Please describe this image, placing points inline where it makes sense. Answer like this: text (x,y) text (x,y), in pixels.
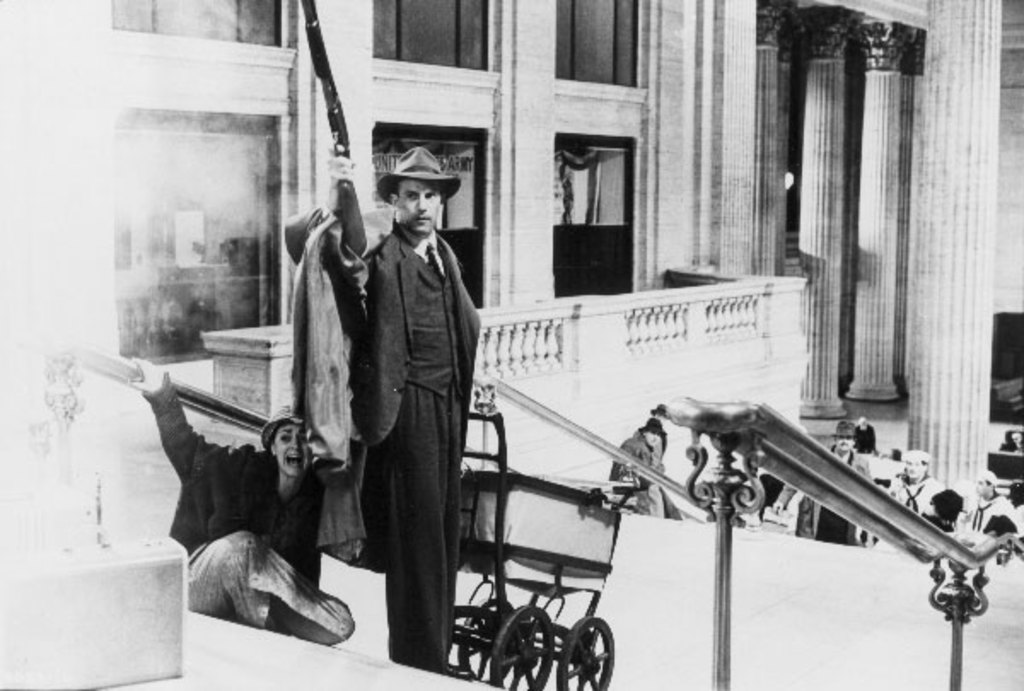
In this black and white image, we can see some people (642,433) and a person (393,342) in the middle (403,350) holding a gun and on the right side (951,377) there are some people (627,445) and there are some pillars (813,212).
